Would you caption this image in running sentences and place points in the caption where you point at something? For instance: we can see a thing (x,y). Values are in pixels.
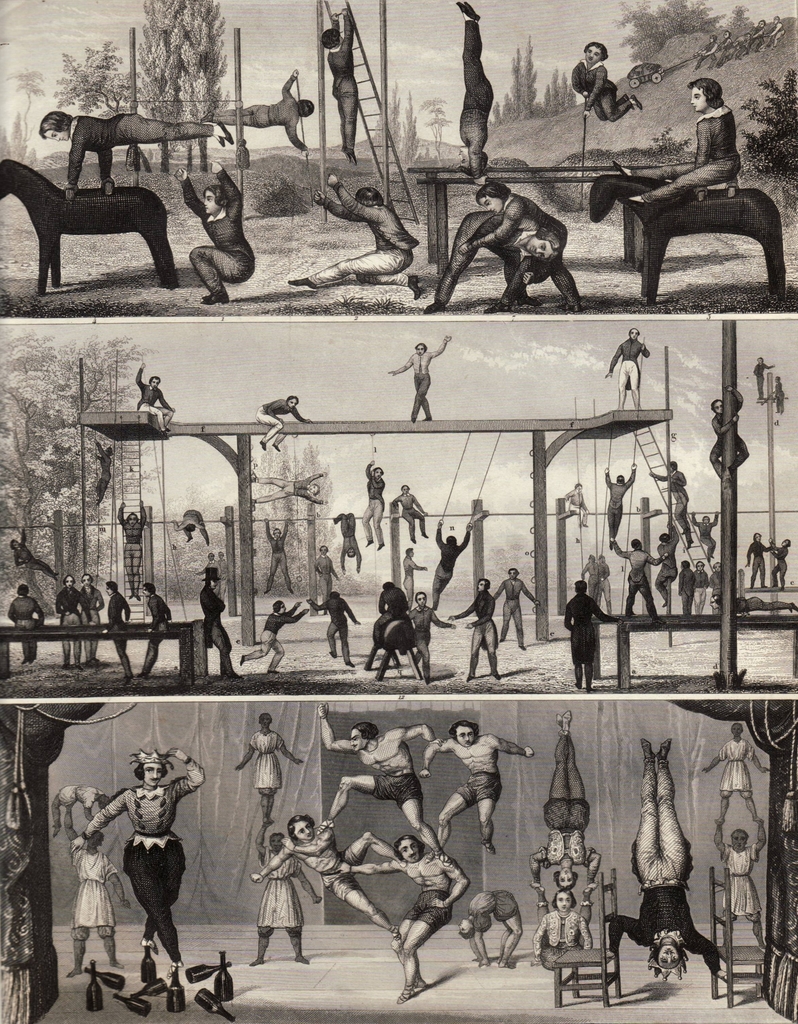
This image is collage of three pictures. On the top (222,118) there are persons (177,126) squatting, climbing, riding and doing exercise and there are trees (146,88). In the center (439,540) there are persons (483,586) sitting, walking, standing and climbing and there are trees (199,536) and poles (649,510) and at the bottom (143,874) there are persons (153,880) performing stunts.
